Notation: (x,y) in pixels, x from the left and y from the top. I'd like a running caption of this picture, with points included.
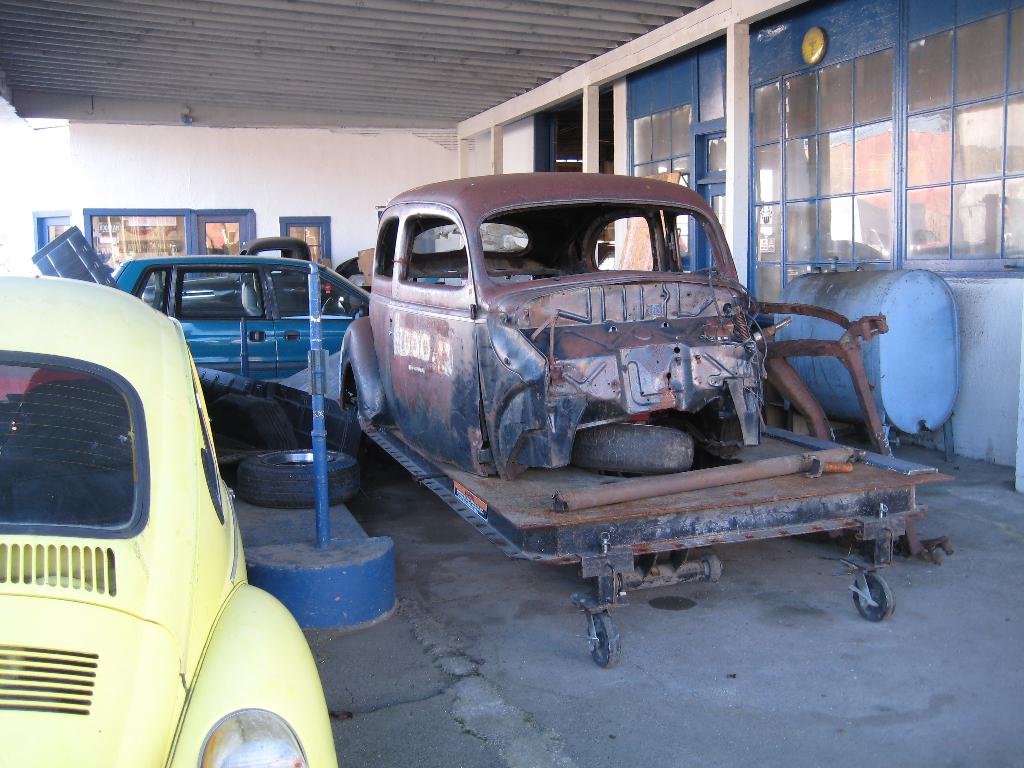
We can see vehicles (427,449) and tires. Background (180,151) we can see wall (438,166) and glasses (947,169).
